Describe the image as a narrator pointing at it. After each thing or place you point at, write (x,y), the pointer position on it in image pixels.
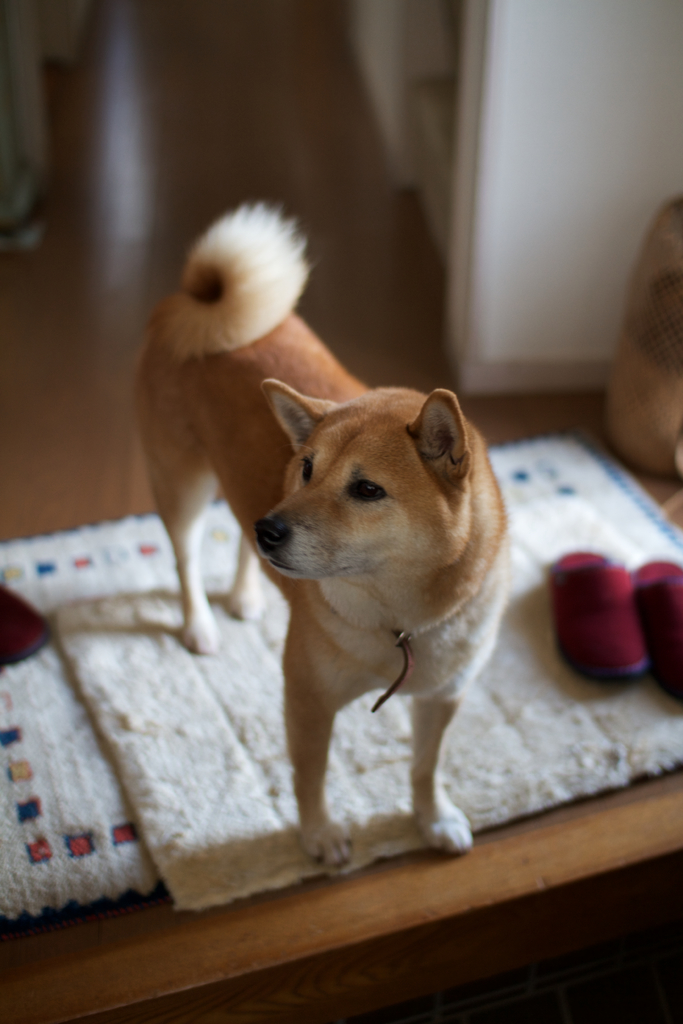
In the picture we can see a wooden plank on it, we can see some mat (513,736) which is white in color and a dog (152,357) standing on it which is brown and white in color and in the background (74,244) we can see a wooden floor (21,489) and a white wall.
